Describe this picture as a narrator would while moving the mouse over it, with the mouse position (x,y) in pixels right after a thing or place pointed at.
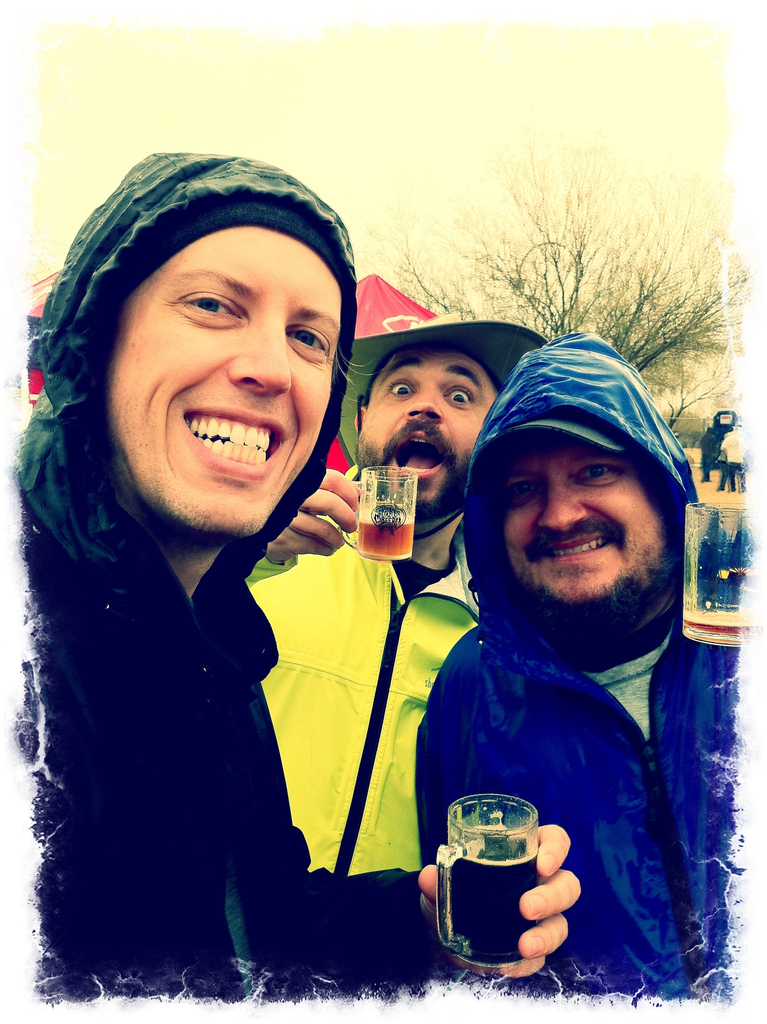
In this image there are group of people (63,937) standing and the background (533,294) there is tent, tree (592,229), sky (551,187).
